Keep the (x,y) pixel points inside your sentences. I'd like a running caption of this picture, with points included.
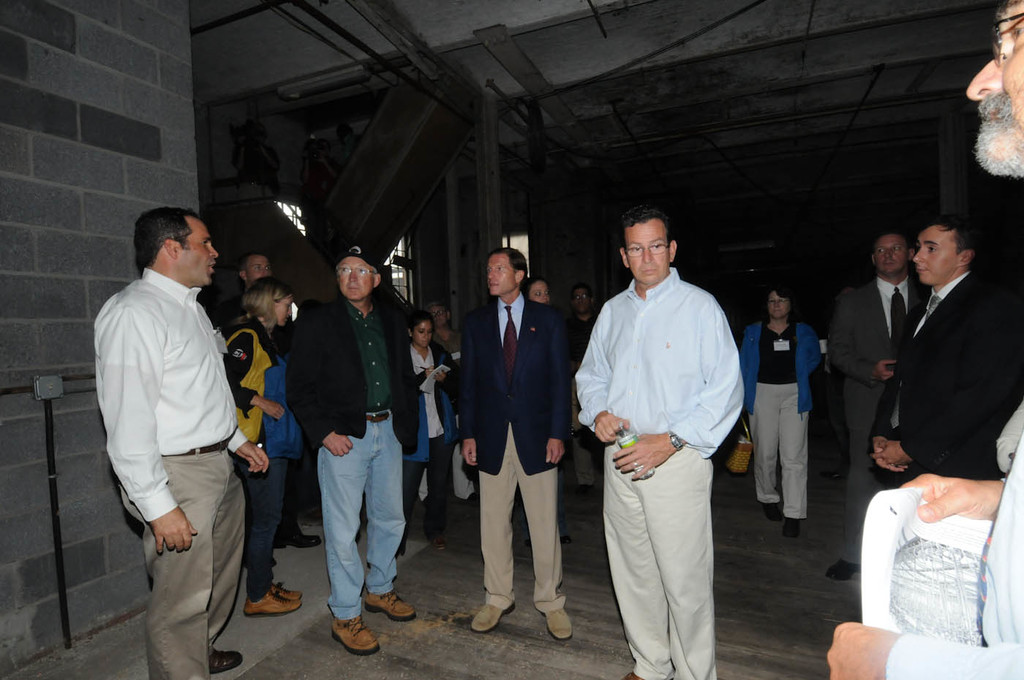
Here in this picture we can see number of people (380,422) standing on the floor (309,567) over there, some people (427,472) are wearing jackets (465,397) on them and above them we can see a roof (585,146) and on the left side (335,256) we can see a stair case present over there.
